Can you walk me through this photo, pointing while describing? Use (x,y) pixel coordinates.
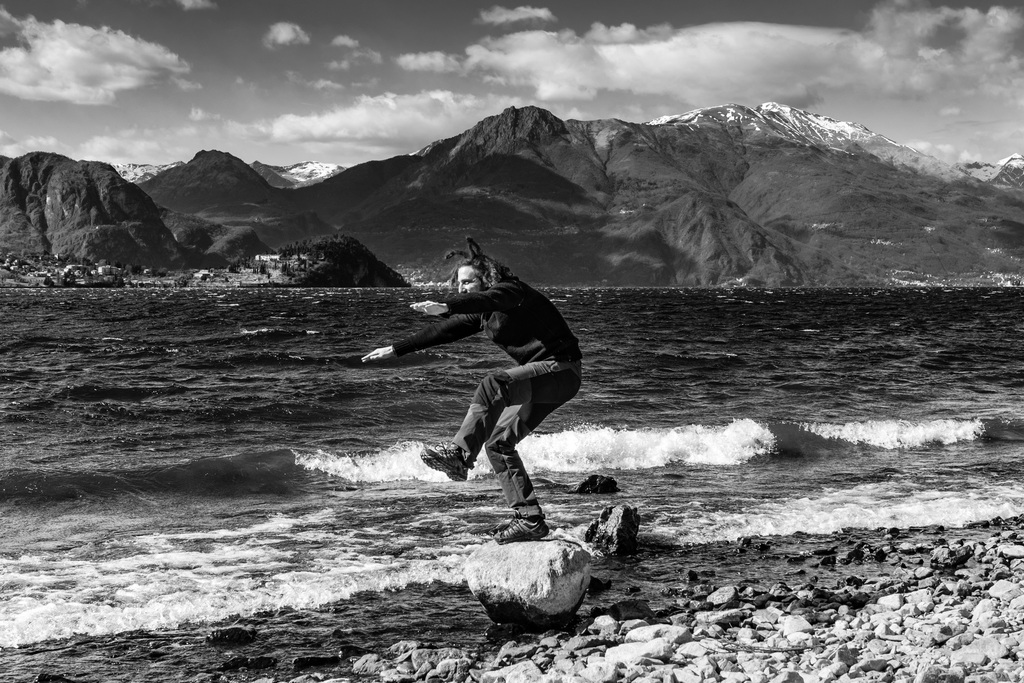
This image looks like a black and white. This image is taken at riverside area (521,559). In this image we can see there is a person (483,384) standing on a rock (526,572) and looking to the left side of the image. In the background of the image (734,337) there is a river (744,309), mountains (619,225) and sky (552,82).
